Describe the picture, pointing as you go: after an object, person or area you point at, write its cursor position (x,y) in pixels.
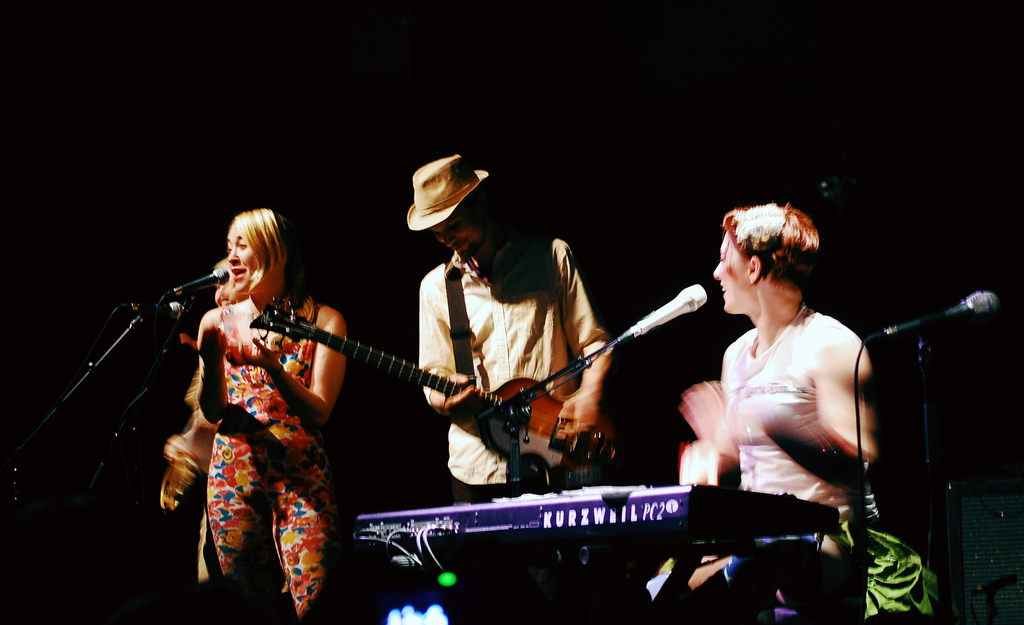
In this image there are group of persons (572,347) who are playing musical instruments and singing together.
